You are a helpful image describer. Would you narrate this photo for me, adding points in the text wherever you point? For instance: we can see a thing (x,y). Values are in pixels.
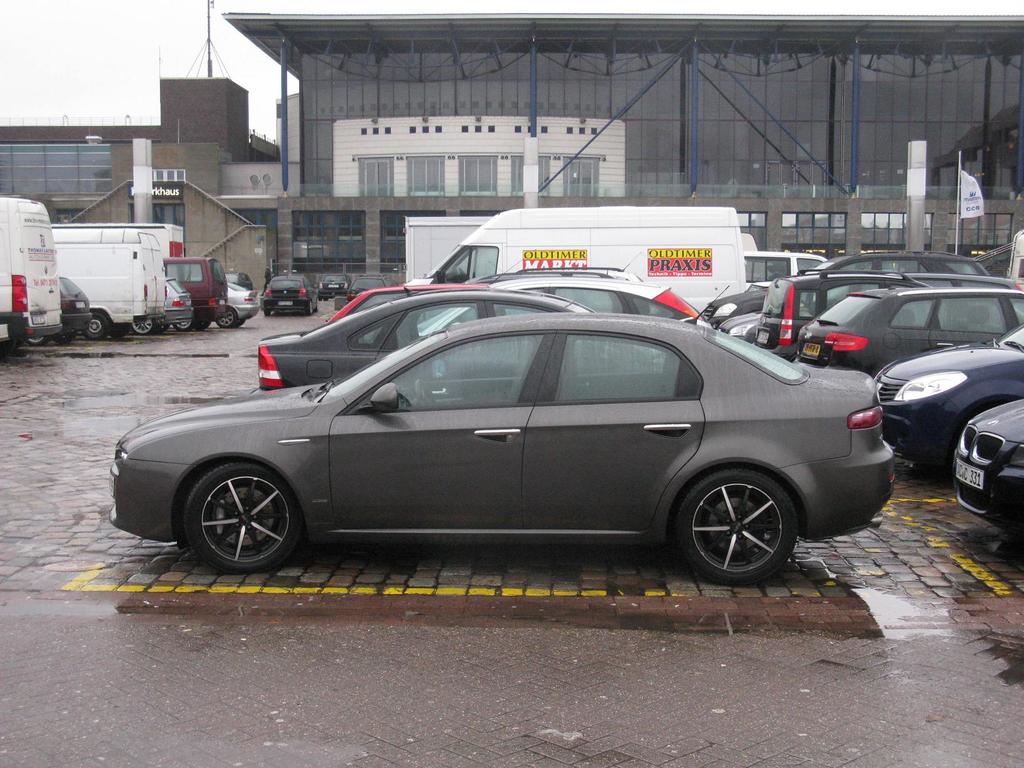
In this image I can see number of vehicles (463,401) and on this vehicle (534,239) I can see something is written. In the background (417,182) I can see few buildings (218,168), few poles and a white colour thing (968,200) over here.
